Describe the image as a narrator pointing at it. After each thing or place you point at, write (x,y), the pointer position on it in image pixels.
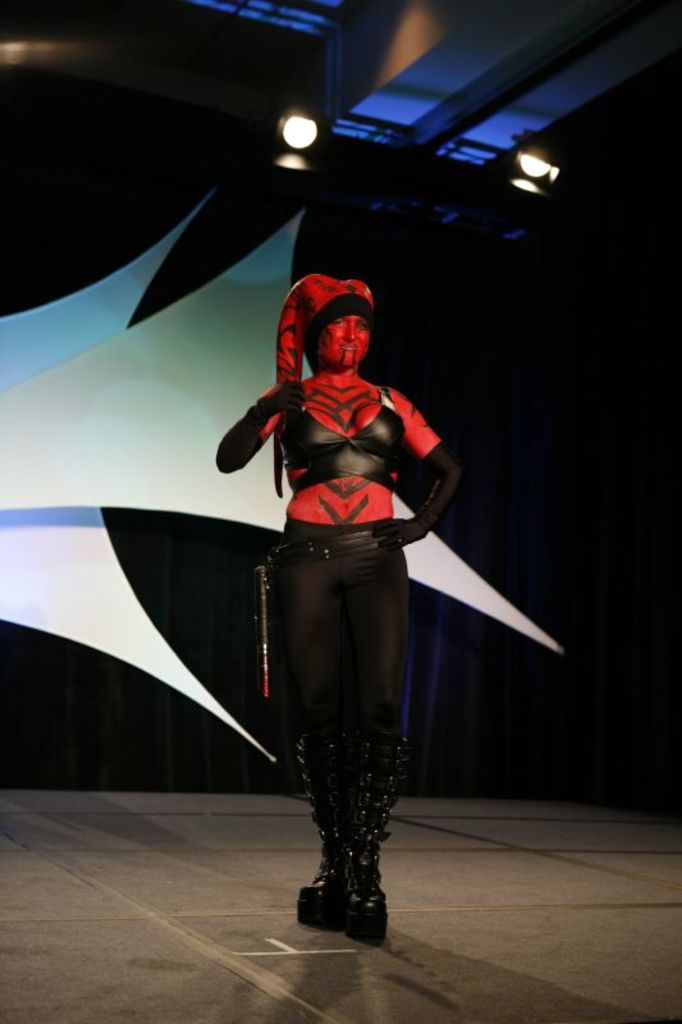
In this image there is a woman (351,912) standing on the stage (482,808) wearing a makeup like devil.
